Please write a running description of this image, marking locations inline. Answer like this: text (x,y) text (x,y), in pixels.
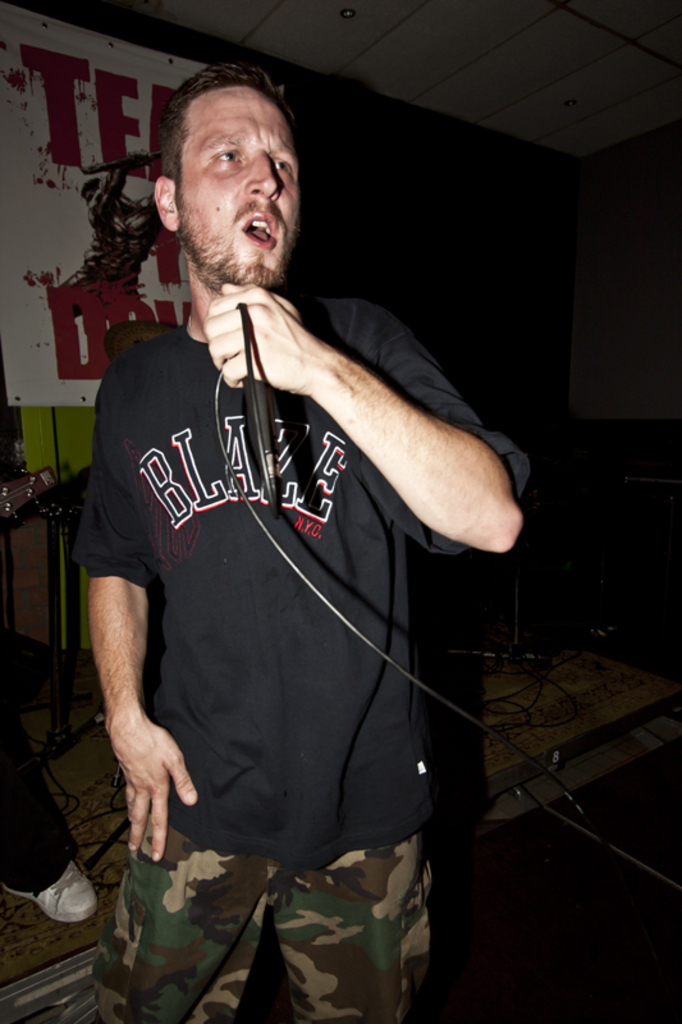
In this image we can see a person (134,525) holding a mic (269,454) in his hand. In the background (54,112) we can see a banner (89,308).
